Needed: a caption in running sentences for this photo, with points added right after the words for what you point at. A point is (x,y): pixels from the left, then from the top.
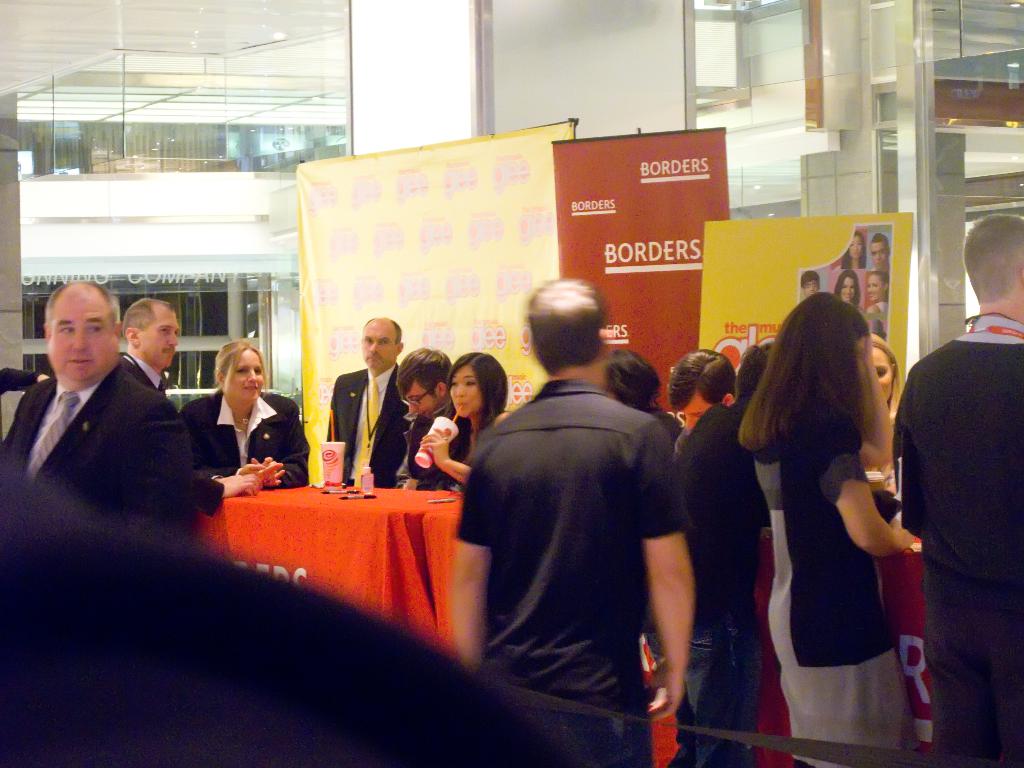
In this picture I can see group of people (472,638) standing, there are banners (710,323), a person (500,380) holding a paper cup (444,431), there are pens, bottle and a paper cup (326,454) with a straw (334,418), on the table (355,501), and in the background (332,121) there is a wall (748,70) with glass doors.
